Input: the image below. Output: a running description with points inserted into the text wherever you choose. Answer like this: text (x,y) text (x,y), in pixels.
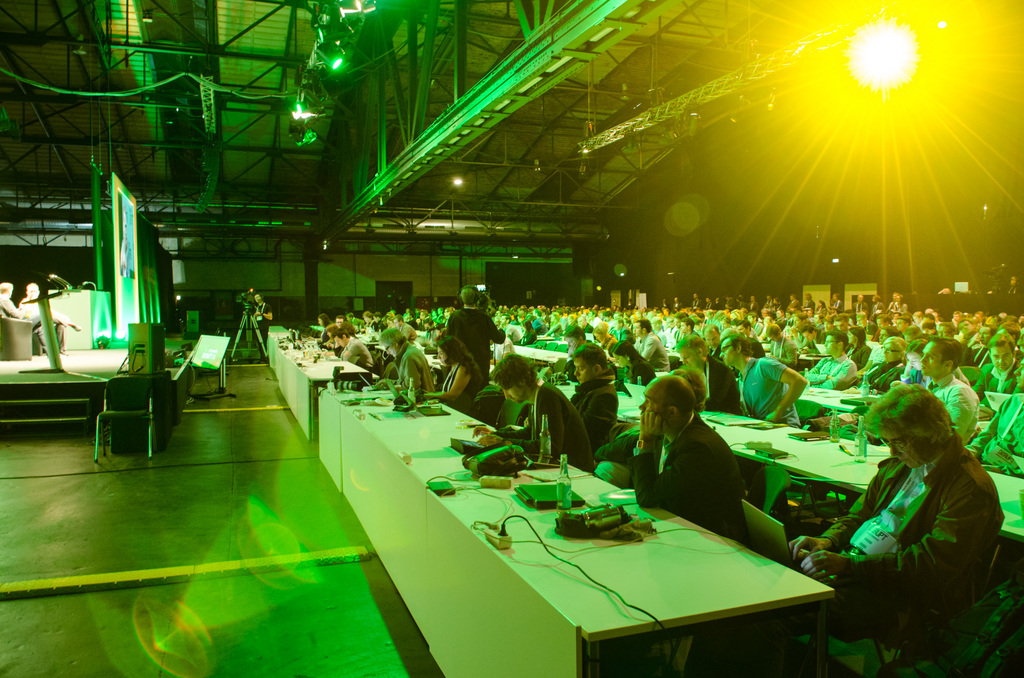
In this image there are group of people (732,535) sitting on the chair (937,612). On the table (541,516) there is a laptop (545,499), bottle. There is a camera (248,307) In front there is a screen (130,286).
